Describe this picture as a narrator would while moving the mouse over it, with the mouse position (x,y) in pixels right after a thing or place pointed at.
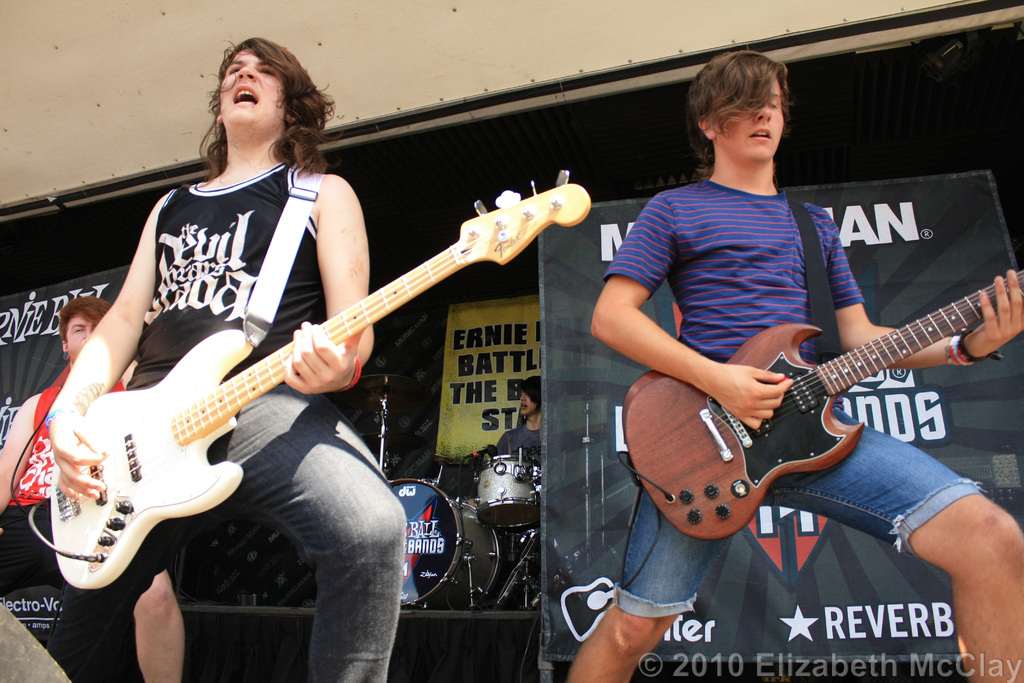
In this image i can see a person (318,339) holding the guitar (216,415) and playing a music and backside there is hoarding (586,393) and on hoarding (586,331) there is some text (618,431) written on that and back side of the hoarding (458,405) there a person (532,432) playing a drum (442,504) and on the left side (39,452) there is a person (33,438) stand wearing a red color t-shirt (21,480).
